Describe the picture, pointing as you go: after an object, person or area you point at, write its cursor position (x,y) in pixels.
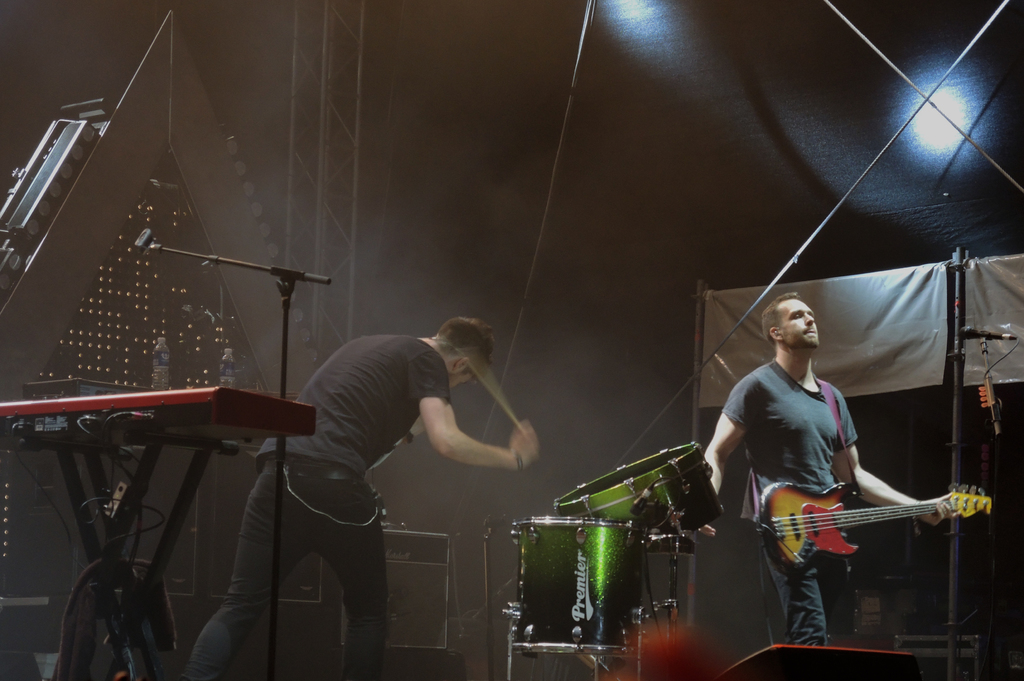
In this image we can see two persons (767,484). On the right-side the man (816,490) is holding a guitar (814,525) on another side he is playing the drums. We can see water bottle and a light (940,115) on the background (949,140).
